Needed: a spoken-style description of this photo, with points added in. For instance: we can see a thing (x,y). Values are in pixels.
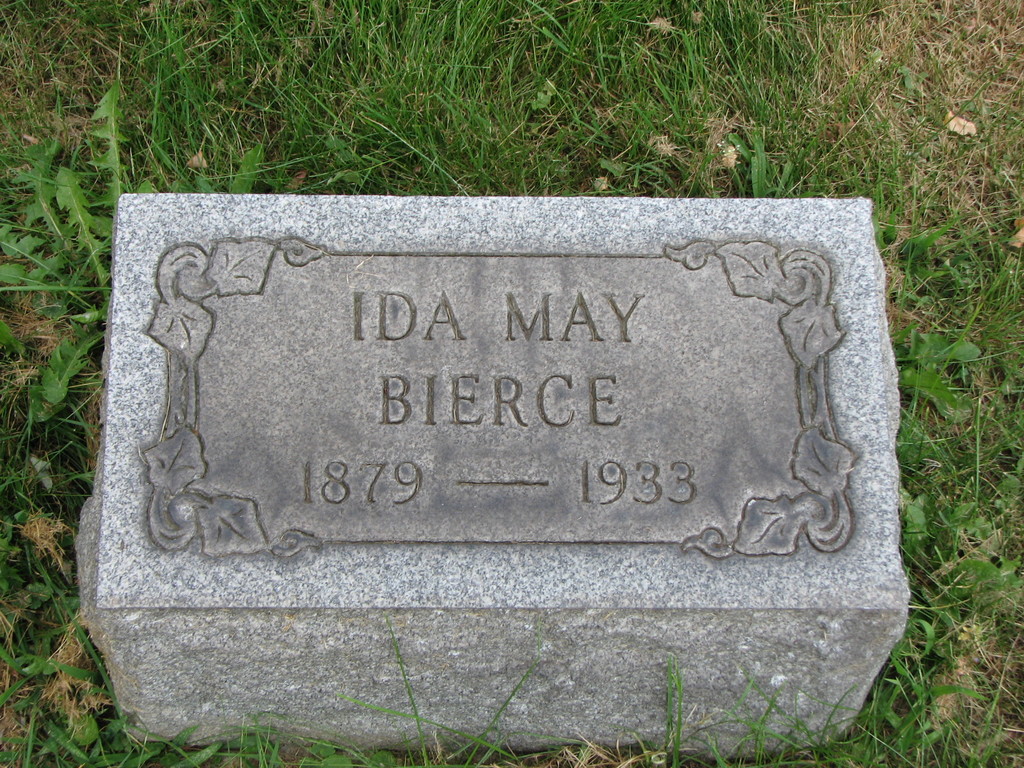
In this picture we can see a stone (829,298) on the grass (225,144).
